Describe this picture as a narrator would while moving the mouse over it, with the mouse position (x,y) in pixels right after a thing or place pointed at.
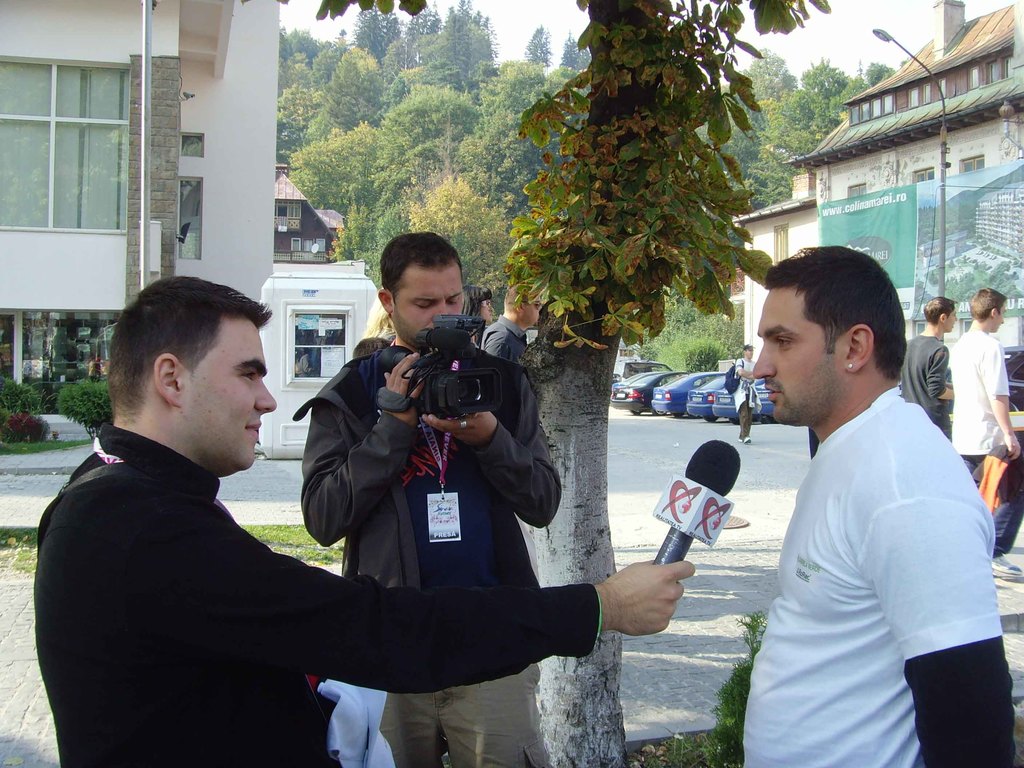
In this picture there is a person (271,754) with black shirt (231,637) is standing and holding the microphone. The person (370,505) with black jacket (377,490) is standing and holding the camera (461,413). At the back (417,221) there are group of people (936,361) walking and there are trees (389,159), buildings (896,158) and vehicles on the road (624,459) and poles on the footpath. On the right side of the image (1014,193) there is a hoarding (965,187). At the top (533,18) there is sky (537,12). At the bottom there is a road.
